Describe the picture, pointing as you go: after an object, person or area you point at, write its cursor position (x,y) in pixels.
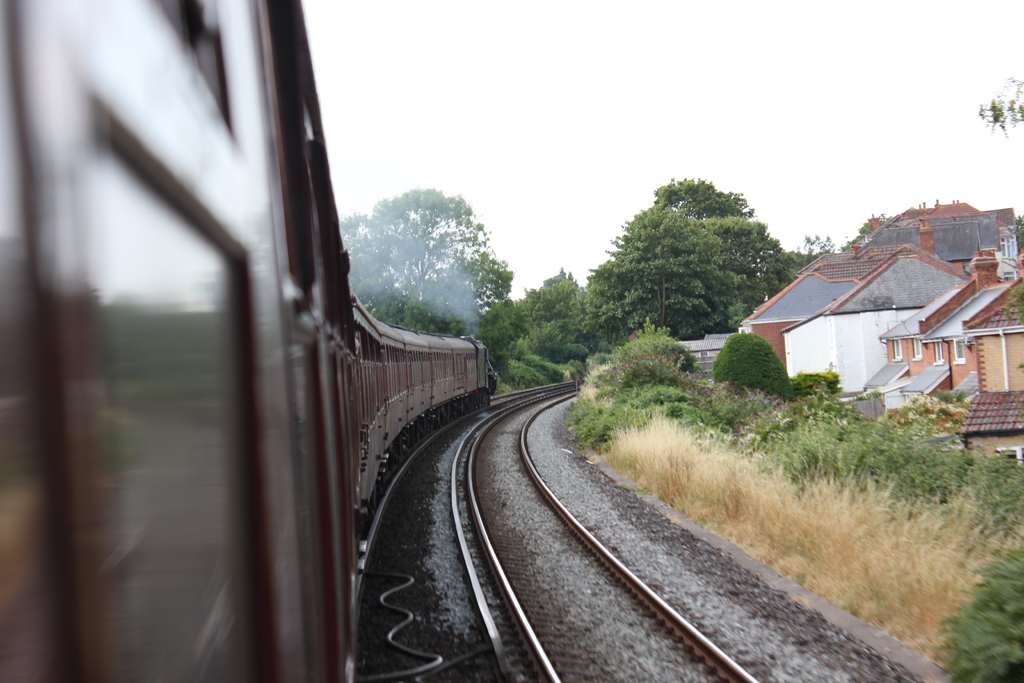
In this image we can see a train (442,419) on the railway track (486,445), there are few plants (878,419) and buildings (912,359) on the right side (852,361) and there are few trees (624,285) and the sky (587,236) in the background (835,141).
